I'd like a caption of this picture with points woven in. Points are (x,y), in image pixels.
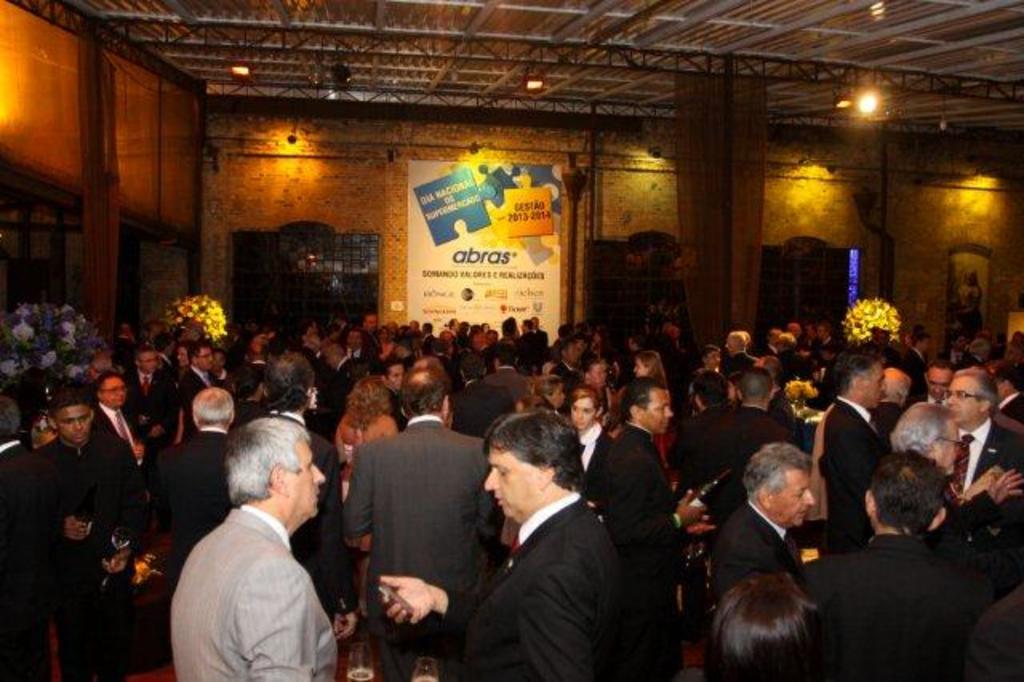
In this image there are so many people (521,500) standing in a closed room (1010,277). In the background (453,270) there is a banner (458,250) hanging on the wall (399,252) and windows (274,298). At the top of the image (615,72) there is a ceiling (832,110).
